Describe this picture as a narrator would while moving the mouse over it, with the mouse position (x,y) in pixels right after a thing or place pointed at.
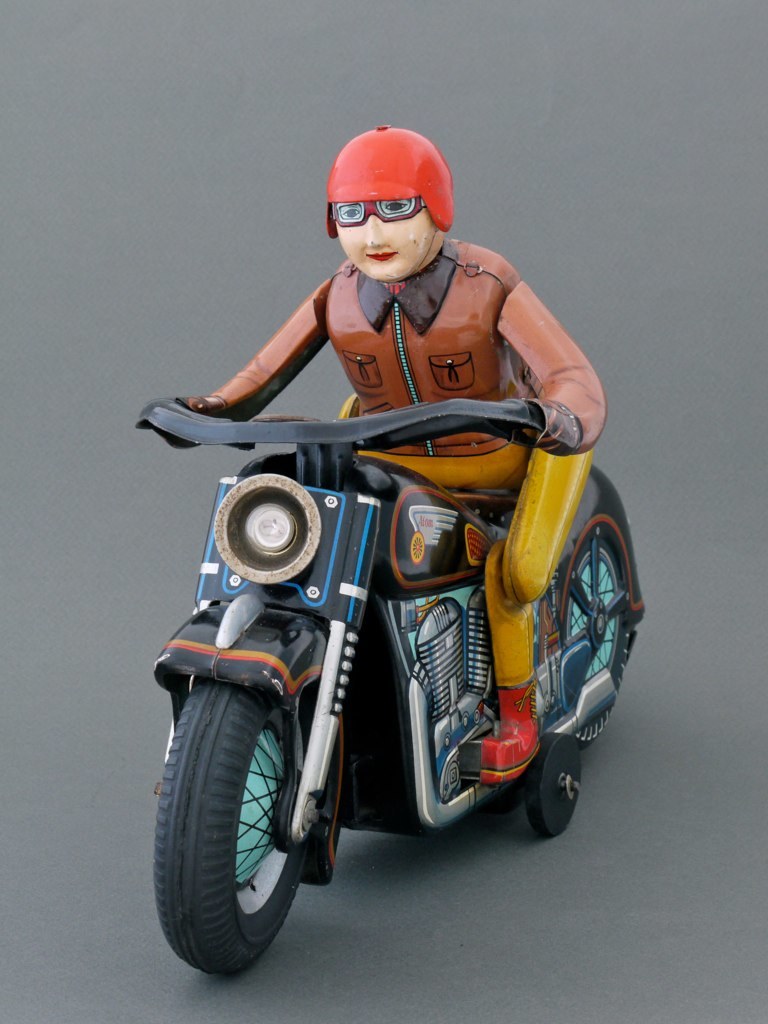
In the center of the picture (280,373) we can see a toy (382,318), in which a person (405,349) is sitting on a bike (320,701). At the bottom (649,978) it is grey.
